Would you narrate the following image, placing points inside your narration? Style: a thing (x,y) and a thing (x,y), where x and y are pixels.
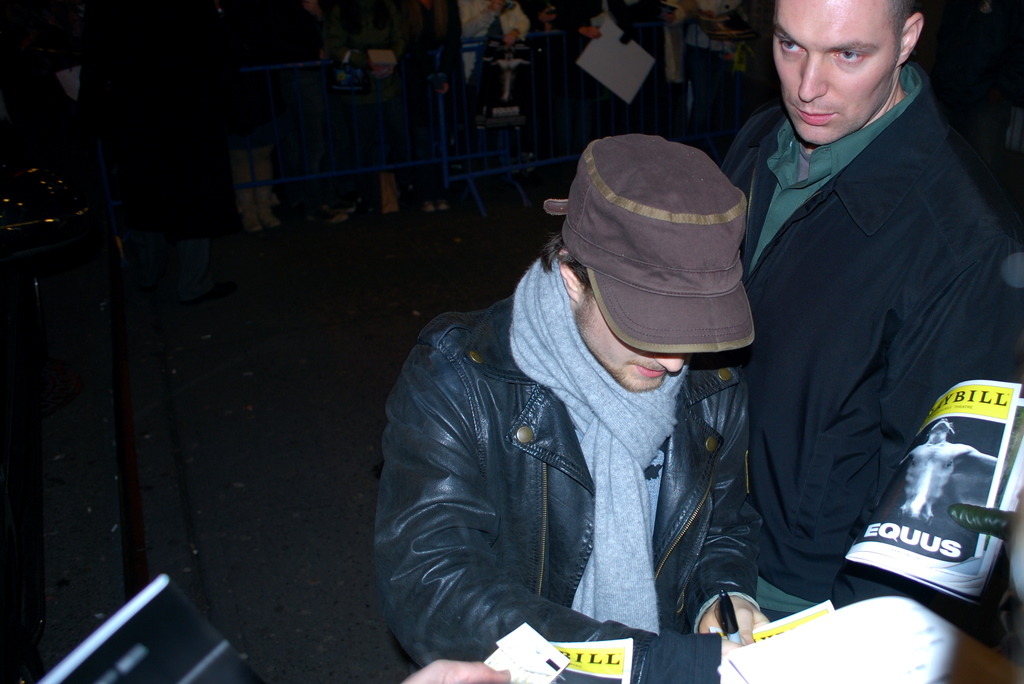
In this picture I can see there is a man (694,474) standing, he is wearing a coat (554,405), cap (711,311) and a scarf (611,553) and there is another person (775,605) on to right (839,590) and in the backdrop (585,79) there are few people (391,133) standing.
